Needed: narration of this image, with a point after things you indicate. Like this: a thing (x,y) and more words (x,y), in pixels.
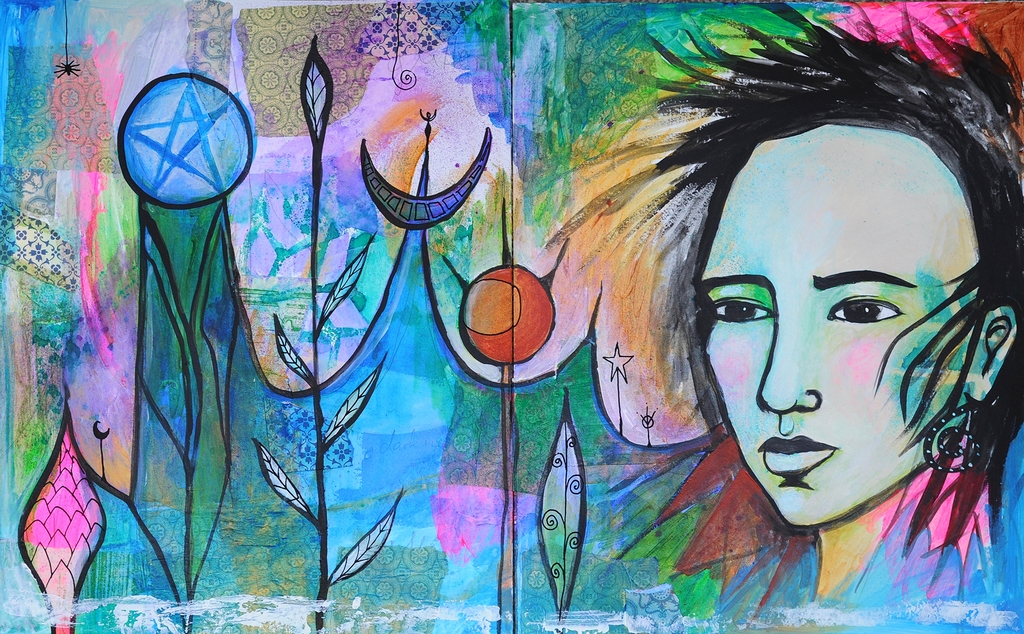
The picture consists of a wall (530,608), on the wall (385,129) there is painting (333,509). In the painting (305,201) there are plants (319,203), a woman's face (773,411) and other designs (425,141).
